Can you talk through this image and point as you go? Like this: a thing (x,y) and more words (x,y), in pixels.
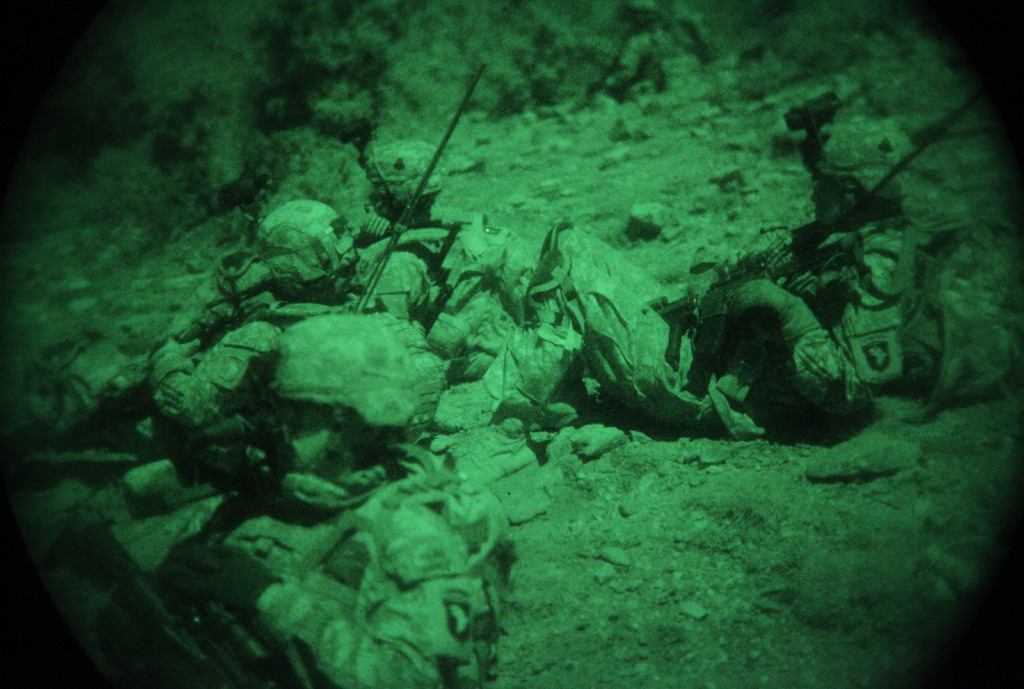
In the picture there are a group of people (409,271) lying on the ground (18,353).
